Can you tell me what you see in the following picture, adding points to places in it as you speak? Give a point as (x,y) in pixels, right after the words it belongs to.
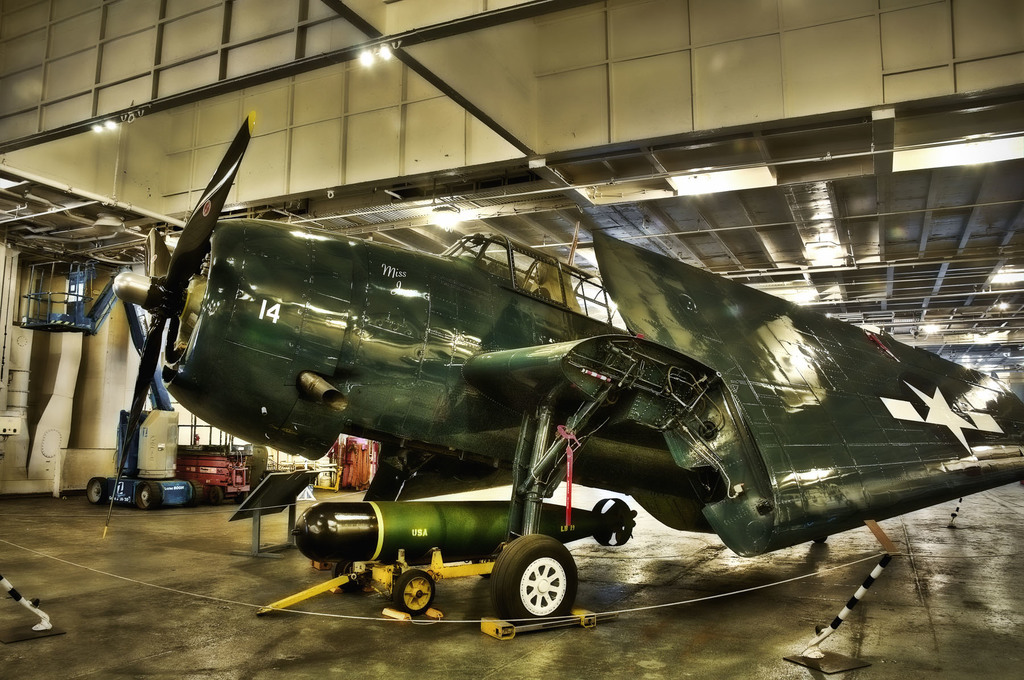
This image consists of a plane (549,281) in green color. At the bottom (420,555), there is a missile (460,540). This image is clicked in a hangar (823,551).
